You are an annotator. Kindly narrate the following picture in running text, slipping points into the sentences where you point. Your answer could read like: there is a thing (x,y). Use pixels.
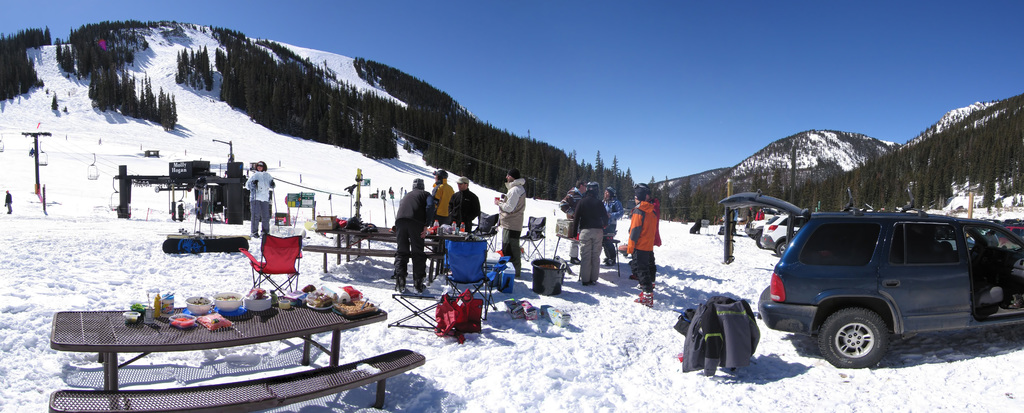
In this image we can see these people (591,210) are standing on the snow (698,268), we can see the table (76,341) on which we can see some objects (361,309) are kept, we can see chairs (462,271), a few more objects (552,280), rope-way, trees (705,191), mountains (395,179) and the blue sky (610,107) in the background (765,99).
